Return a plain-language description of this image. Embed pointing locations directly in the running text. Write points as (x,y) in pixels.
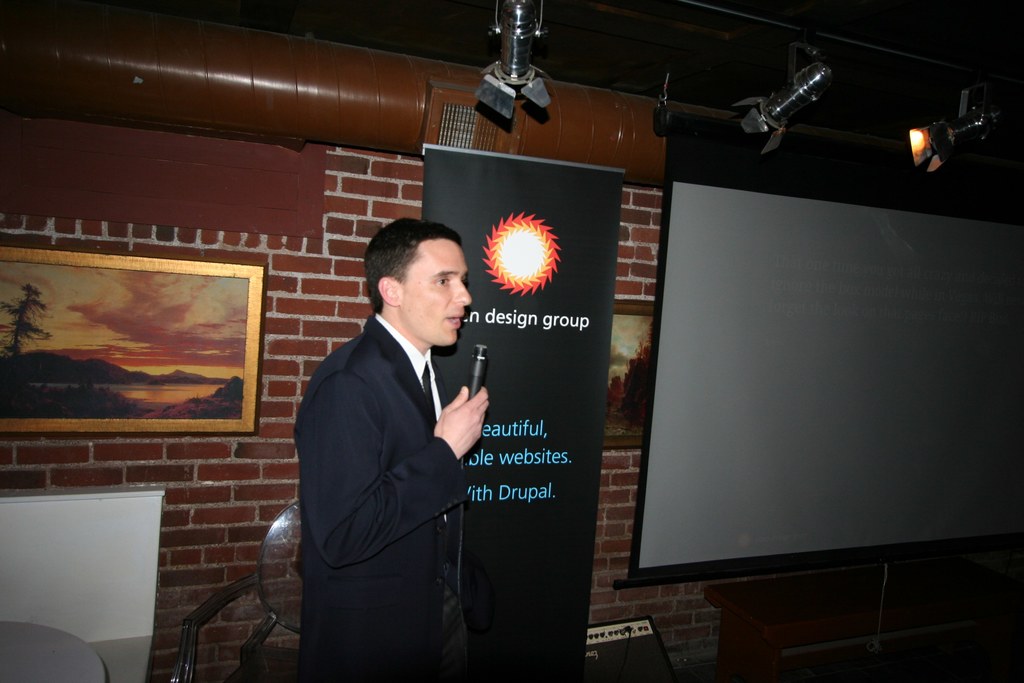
As we can see in the image there is a person (312,406) wearing a black color jacket (381,398) and holding mic (472,370). There is a brick wall (597,570), lights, photo frame (252,301) and screen (699,359).
